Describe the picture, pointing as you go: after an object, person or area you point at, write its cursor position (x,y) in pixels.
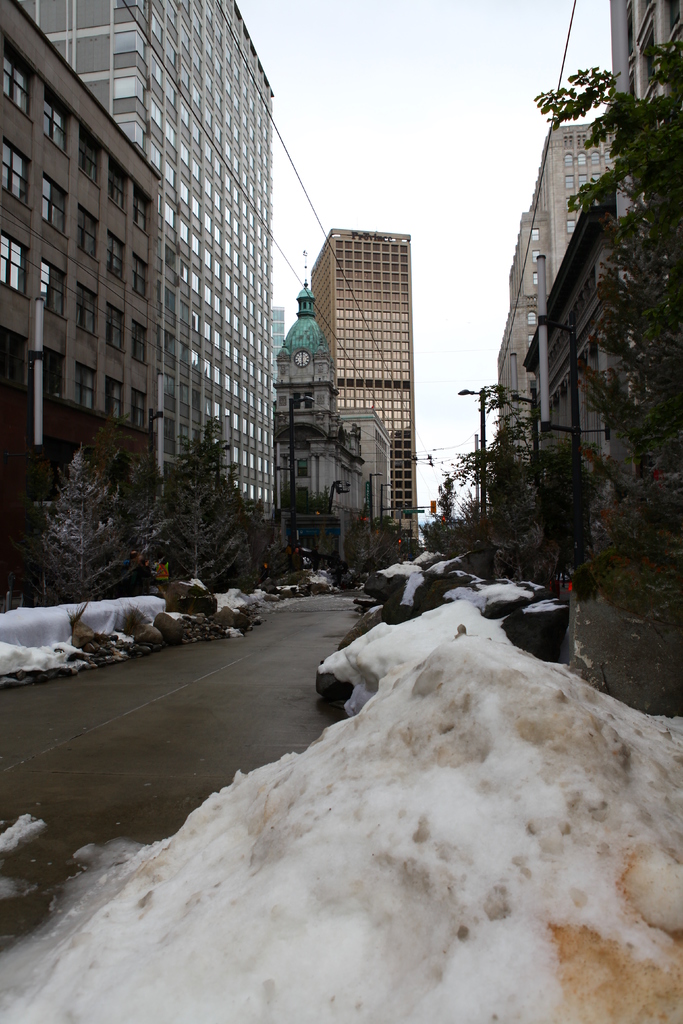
In the picture we can see a street (180,777), in the street (253,642) we can see a road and on either sides we can see some plants (155,492) and trees (613,292) and snow (507,941) and we can also see buildings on the either sides with a windows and in the background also we can see buildings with a clock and to the path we can see some poles (39,343) with lights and a sky (469,414).
